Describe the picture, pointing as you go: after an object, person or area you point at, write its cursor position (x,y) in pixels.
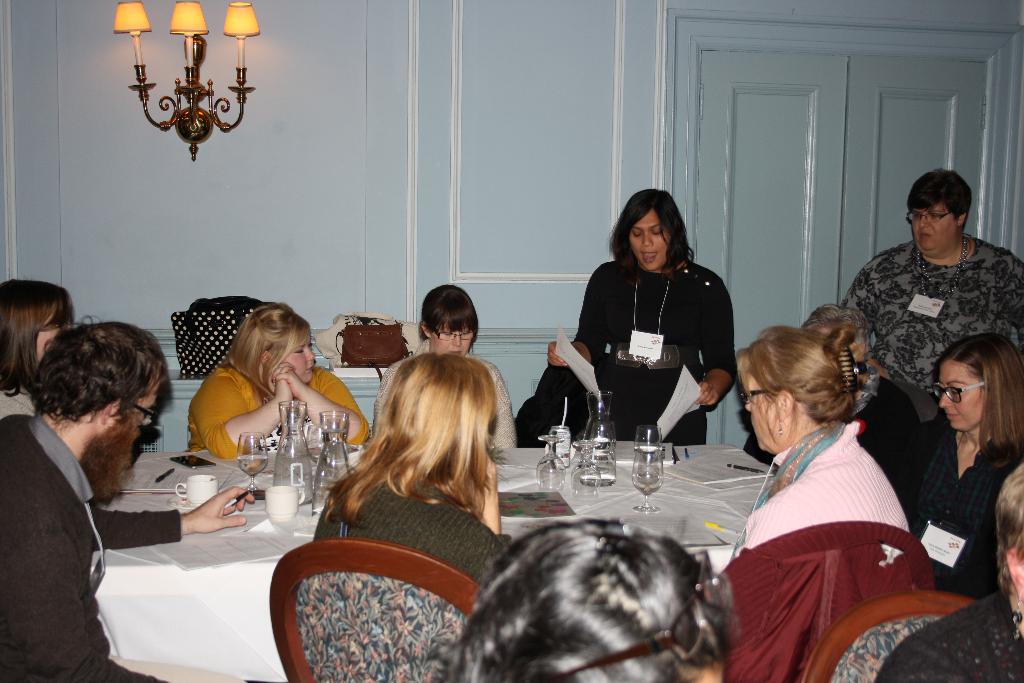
This is completely an indoor picture. this is a door (842,221). This is a wall (268,199). This is a light (163,106). Here we can see a table (187,557) and few glasses (246,459), jar (289,479) and cups (276,503) on the table (180,475). we can see pen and mobile (199,458). We can see few persons (218,495) sitting on the chairs (836,634). We can see a women (553,345) in black dress (631,434) holding two papers (669,407) in her hand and talking something. these are the handbags (342,348).
